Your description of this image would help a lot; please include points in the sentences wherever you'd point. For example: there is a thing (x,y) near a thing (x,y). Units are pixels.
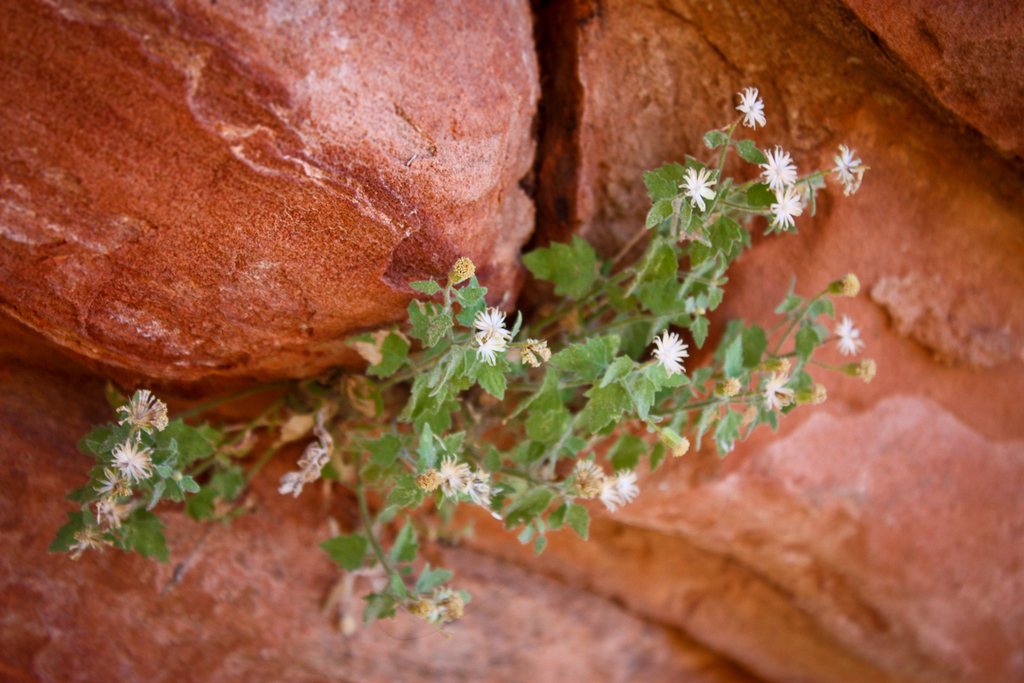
In this picture in the center (425,425) there are flowers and plants (615,390) and in the background (510,248) there are rocks (474,243).
